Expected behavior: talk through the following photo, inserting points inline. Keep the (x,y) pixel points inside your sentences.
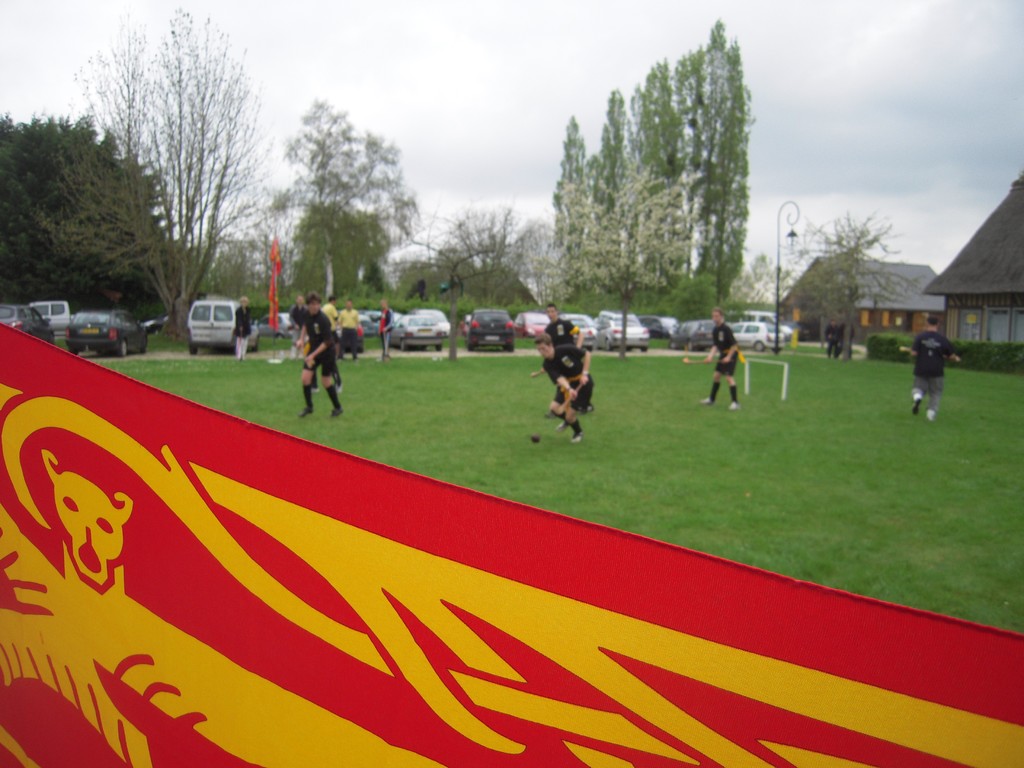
In this image we can see men (933,361) are playing a game on the grassy land (797,442). In the background of the image (422,309), we can see people (383,317), cars (287,317), poles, buildings (964,322) and trees (643,245). At the top of the image (247,57), the sky (299,71) is covered with the clouds (892,117). There is a flag (257,580) at the bottom of the image (228,678).
